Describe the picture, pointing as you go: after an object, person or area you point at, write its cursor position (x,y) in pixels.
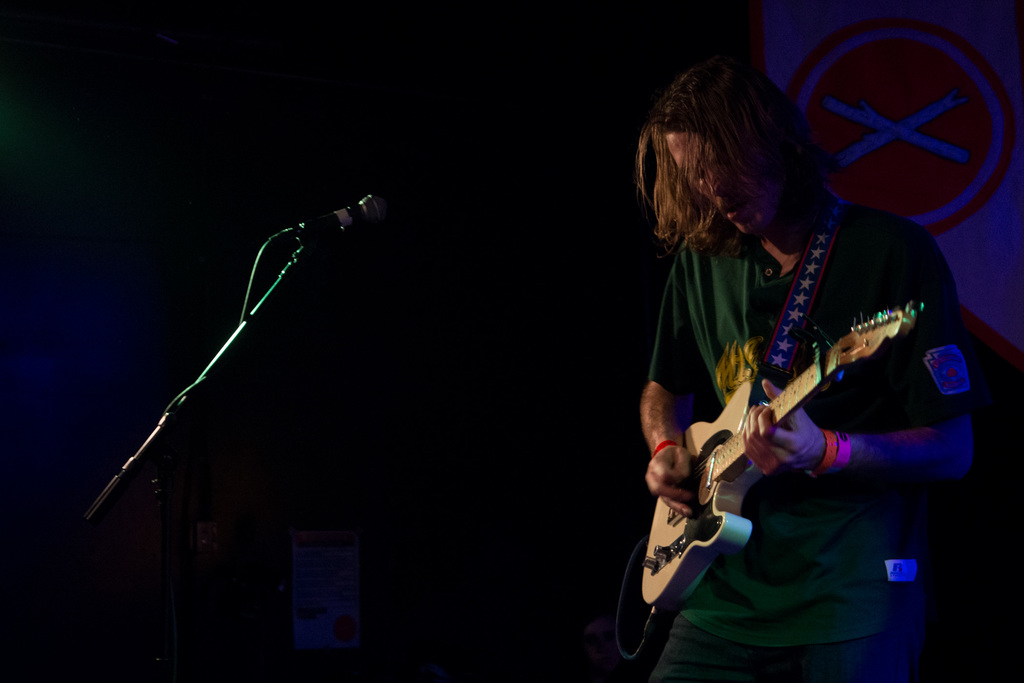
On the right (819,463) there is a man (761,308) he wear green t shirt (738,350) and trouser (688,639), he is playing guitar (699,515). On the left (301,240) there is a mic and stand (215,358). In the background (776,76) there is a poster (862,63).
